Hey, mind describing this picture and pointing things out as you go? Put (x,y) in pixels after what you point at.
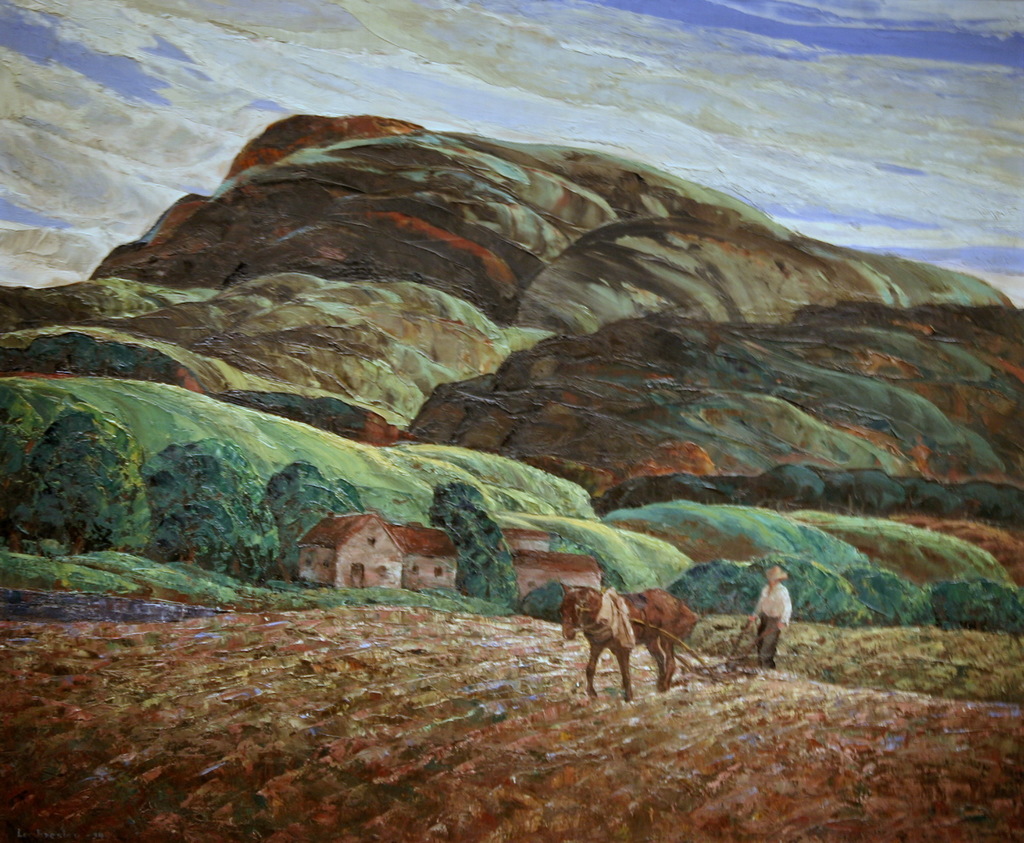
This image consists of a painting. Here I can see a person (774,613) standing on the ground (773,687). In front of him there is an animal (641,616). In the background (507,575) there are some houses (334,556), trees (289,526) and hills (500,272). At the top of the image (563,68) I can see the sky (180,87).
